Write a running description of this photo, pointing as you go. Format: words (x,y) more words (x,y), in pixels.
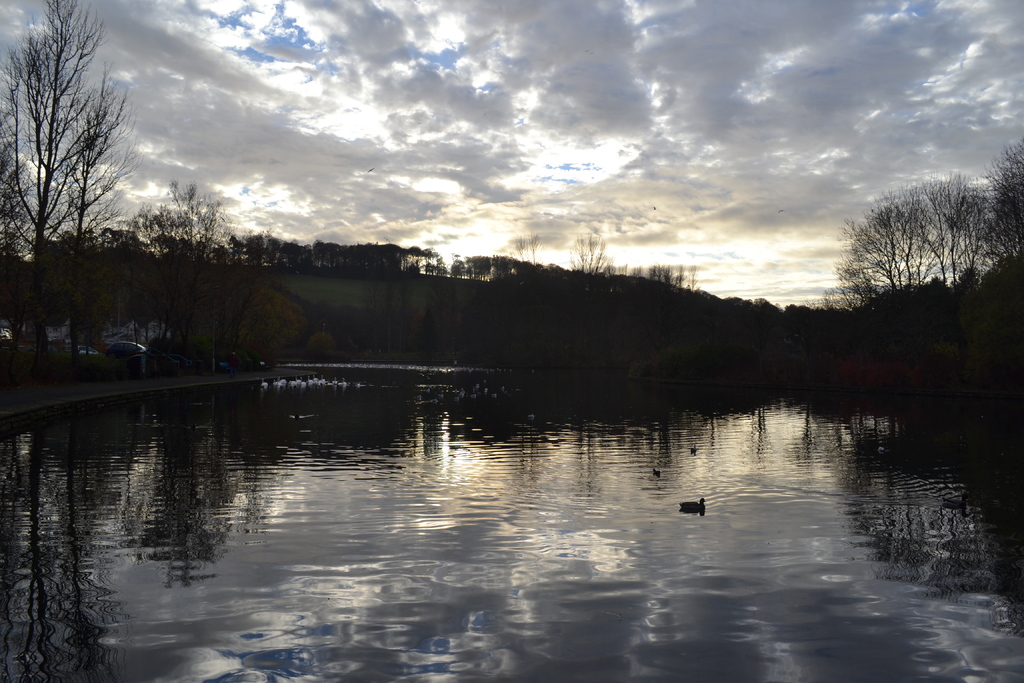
In this image I can see water (661,549) and in it I can see few birds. I can also see number of trees (348,317), vehicles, clouds (376,206) and the sky (505,134).
